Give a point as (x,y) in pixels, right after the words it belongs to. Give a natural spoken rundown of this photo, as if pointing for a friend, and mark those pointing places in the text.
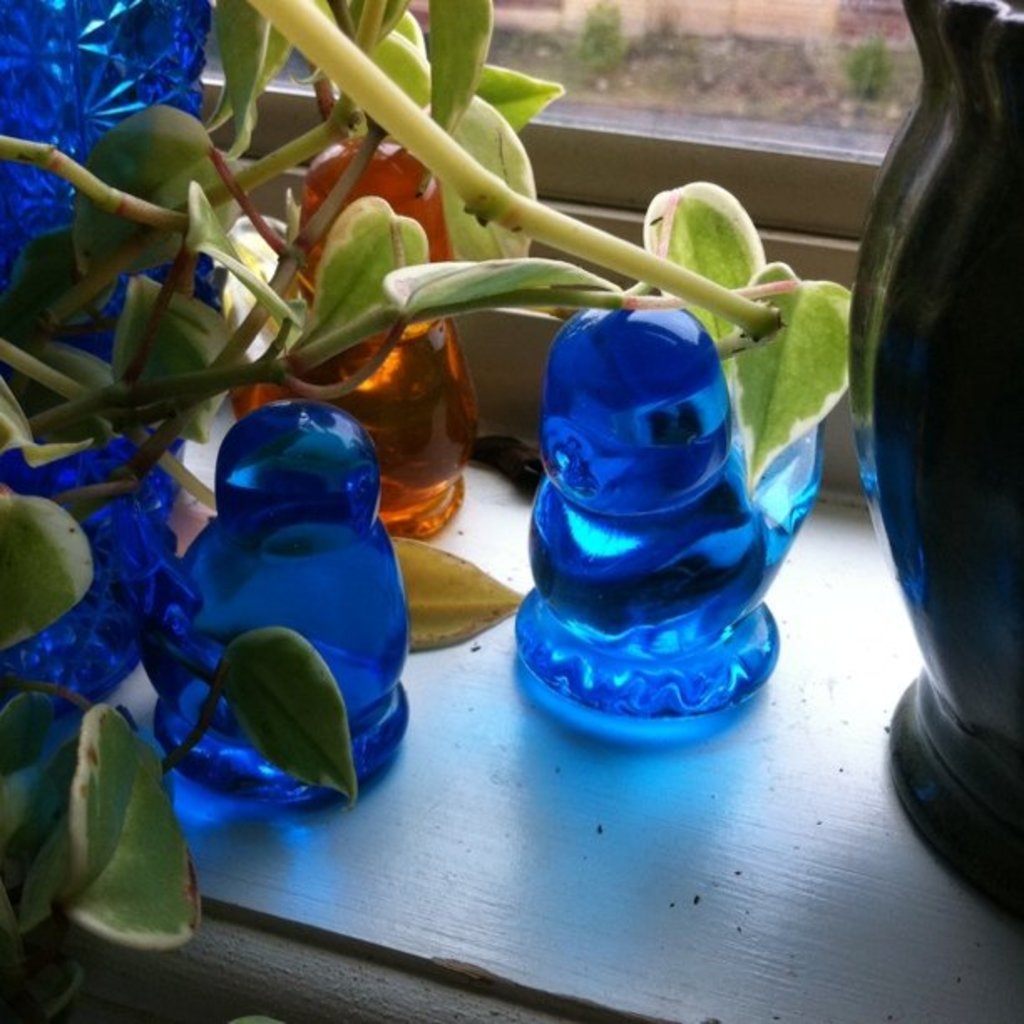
In the foreground of this image (696,589), it seems like flower pots (248,566), plant (512,299) and another flower pot (956,427) on the right (994,535) is on the surface (661,884). In the background (787,161), it seems like there is a glass window (744,124).
